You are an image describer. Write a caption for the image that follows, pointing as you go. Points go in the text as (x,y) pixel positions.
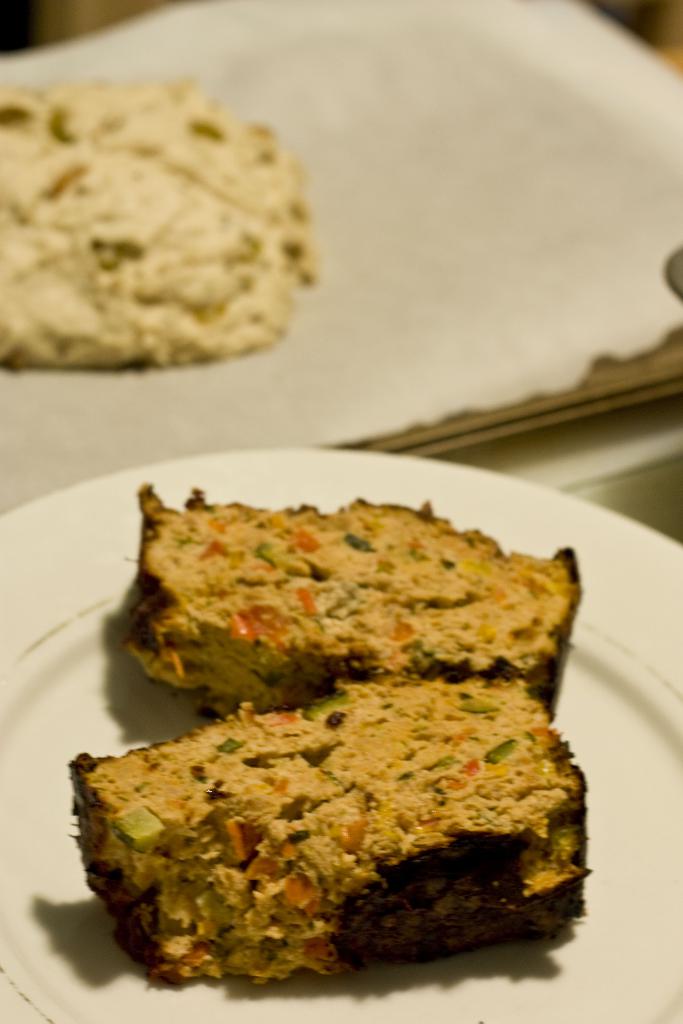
In this image we can see some plates (271,997) with food (500,679) on the surface (391,348).
